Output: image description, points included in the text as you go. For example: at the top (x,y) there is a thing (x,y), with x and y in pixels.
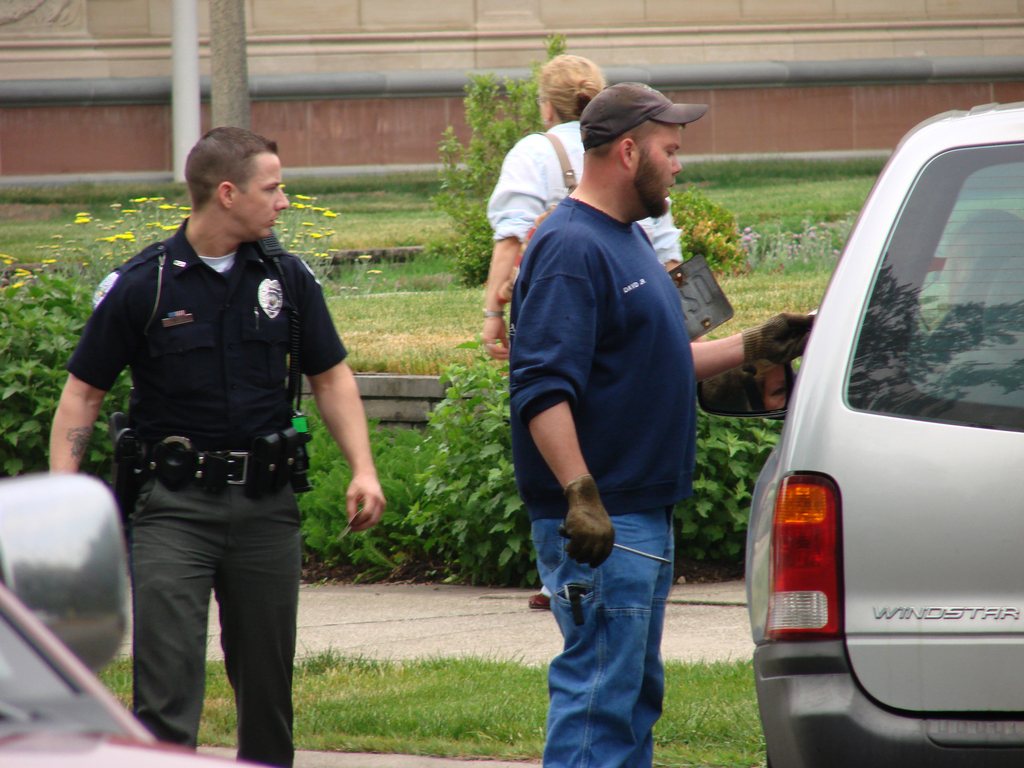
In the picture I can see some people (657,123), among them one person (492,275) is holding bag (701,262), we can see vehicles (45,620) and some flowers (138,237) to the plant (91,244), grass (347,321).
